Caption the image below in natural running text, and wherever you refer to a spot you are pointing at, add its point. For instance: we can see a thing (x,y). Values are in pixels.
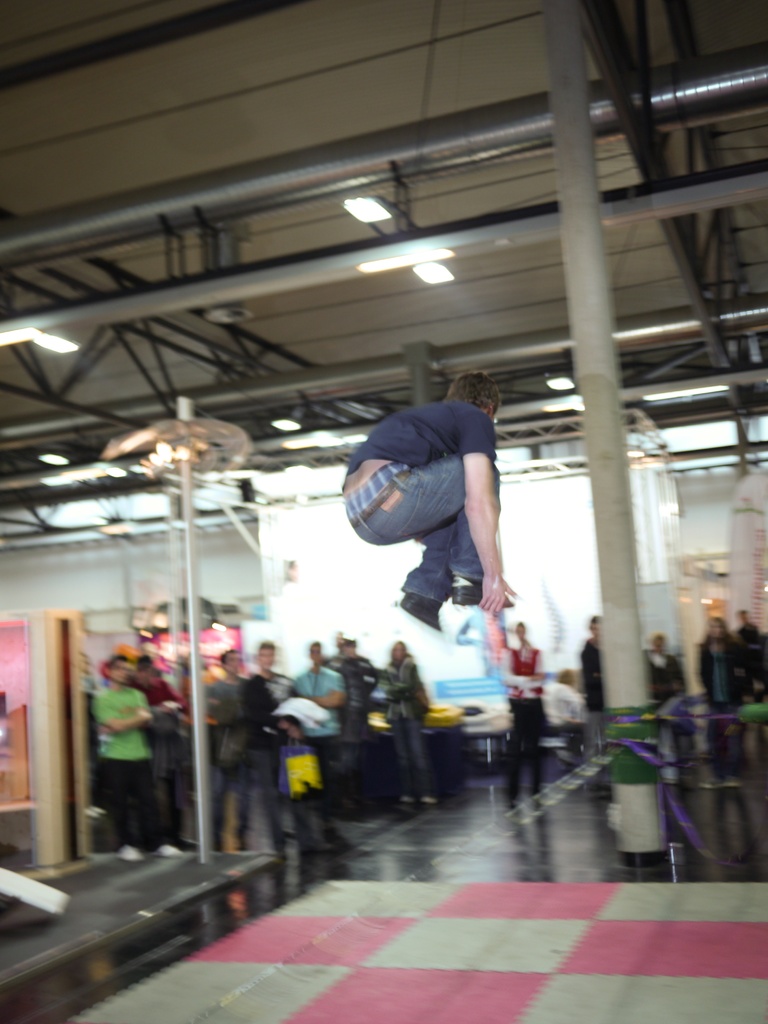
In this image there is a person (368,520) jumping in the air, in front of the person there are a few people (289,733) standing and watching, in the background of the image (195,746) there are pillars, at the top of the image (741,91) there are metal rods (150,383) and lamps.
